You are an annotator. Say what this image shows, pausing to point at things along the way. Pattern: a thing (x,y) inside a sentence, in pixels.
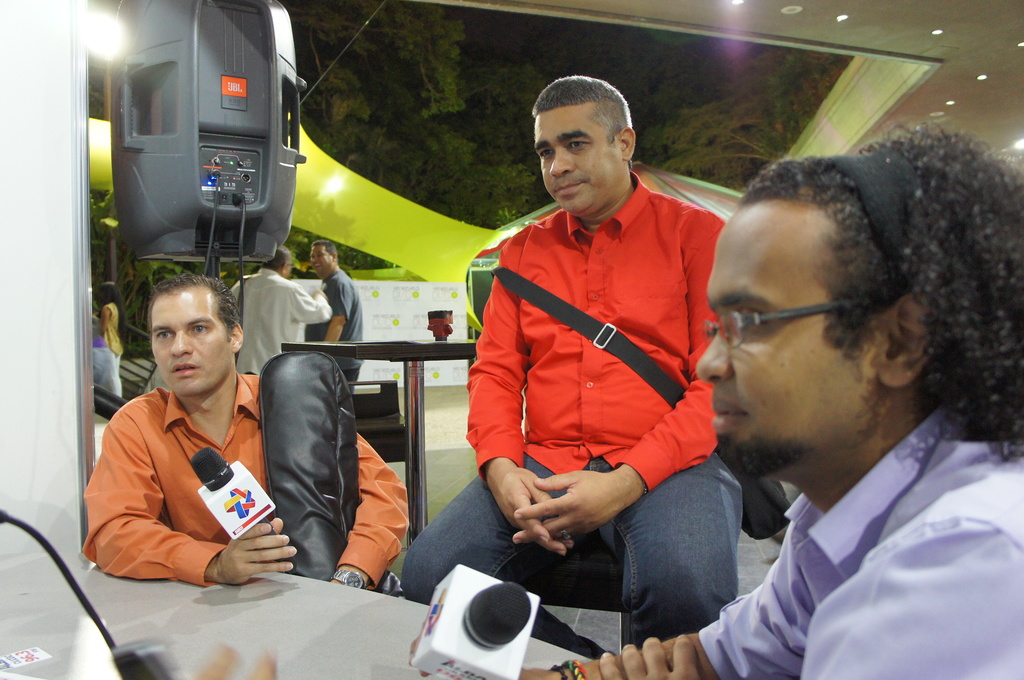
In the center of the image (672,263) there are people (355,537) sitting on chairs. At the bottom of the image (442,618) there is a mic (435,644). There is a table (243,596). In the background of the image (400,144) there are trees (427,79). There is a table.
